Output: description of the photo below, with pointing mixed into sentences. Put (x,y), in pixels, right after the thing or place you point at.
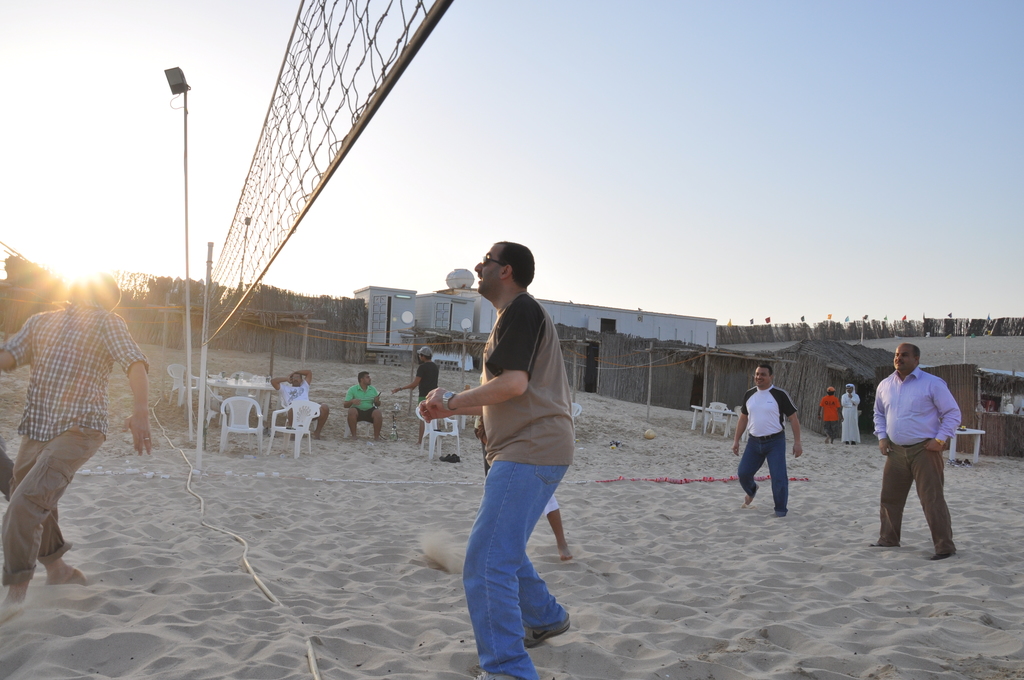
In this picture, we see six men (543,506) are playing game. In between them, we see a net (272,216) and beside that, we see a street light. At the bottom of the picture (590,586), we see sand (325,397). Behind them, we see tables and chairs (313,412). We see two men (290,389) are sitting on the chairs (314,403). On the right side (782,360), we see the huts (848,366) and buildings (635,333) in white color. There are trees (926,329) and flags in the background (840,329). On the left side (135,307), we see trees (149,292) and the sun (61,268). At the top of the picture (199,157), we see the sky (470,136).
